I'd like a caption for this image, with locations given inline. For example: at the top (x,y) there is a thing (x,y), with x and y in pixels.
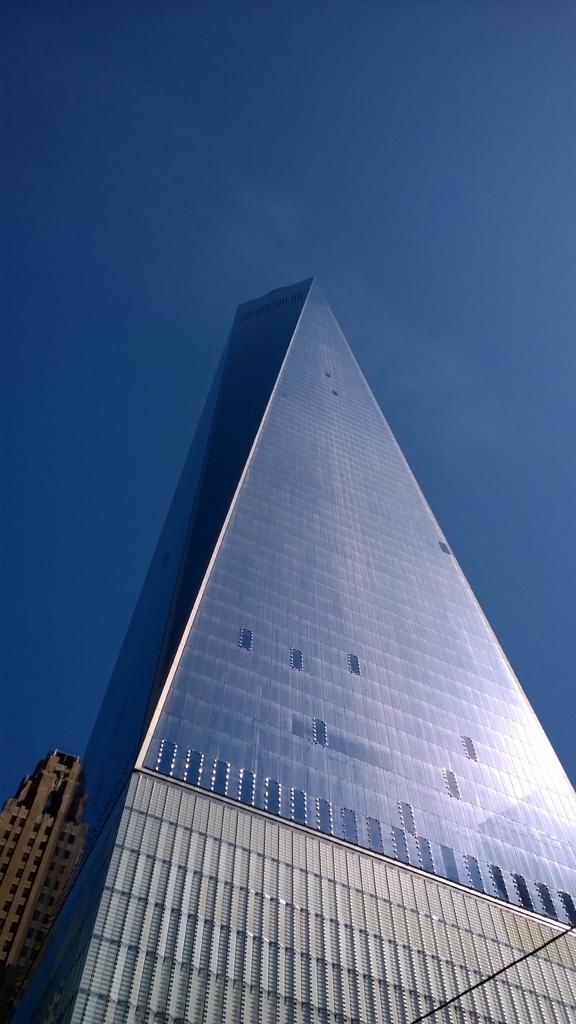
In this image we can see two buildings (76,923) with windows (68,853). In the background (340,185), we can see the sky (417,220).
